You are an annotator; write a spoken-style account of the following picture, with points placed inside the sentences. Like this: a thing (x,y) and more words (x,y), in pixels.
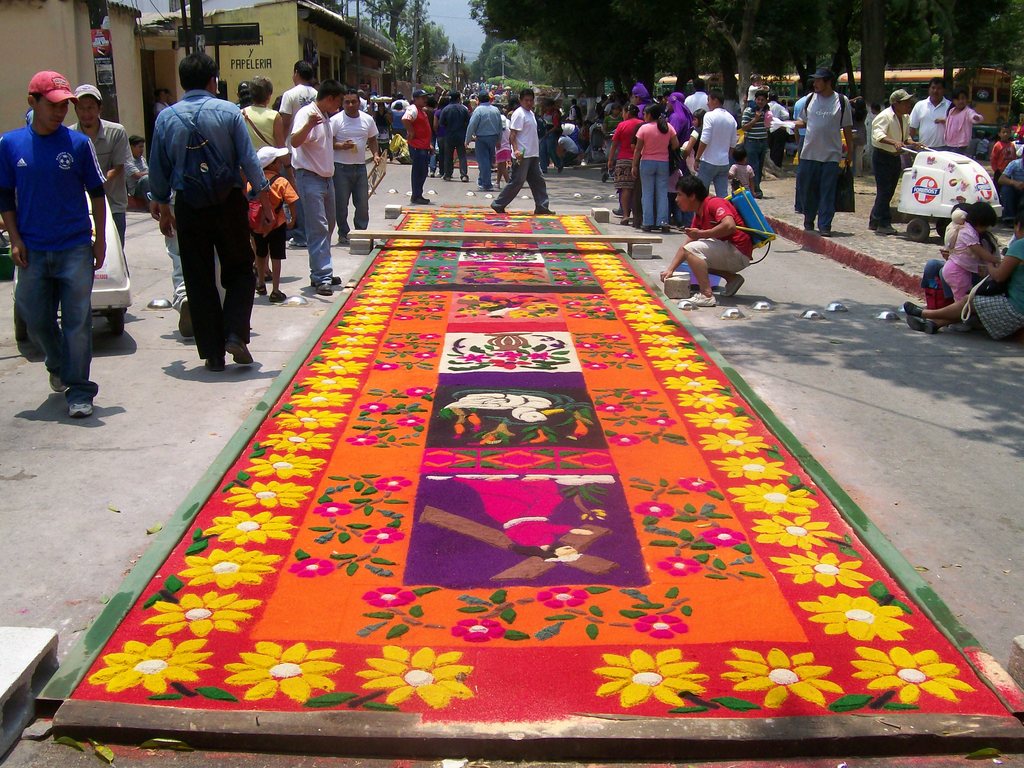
In this image, we can see some people (269,146) standing and there are some people (524,100) walking, we can see some trees (830,47), there is a bus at the right side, we can see homes (224,48).
